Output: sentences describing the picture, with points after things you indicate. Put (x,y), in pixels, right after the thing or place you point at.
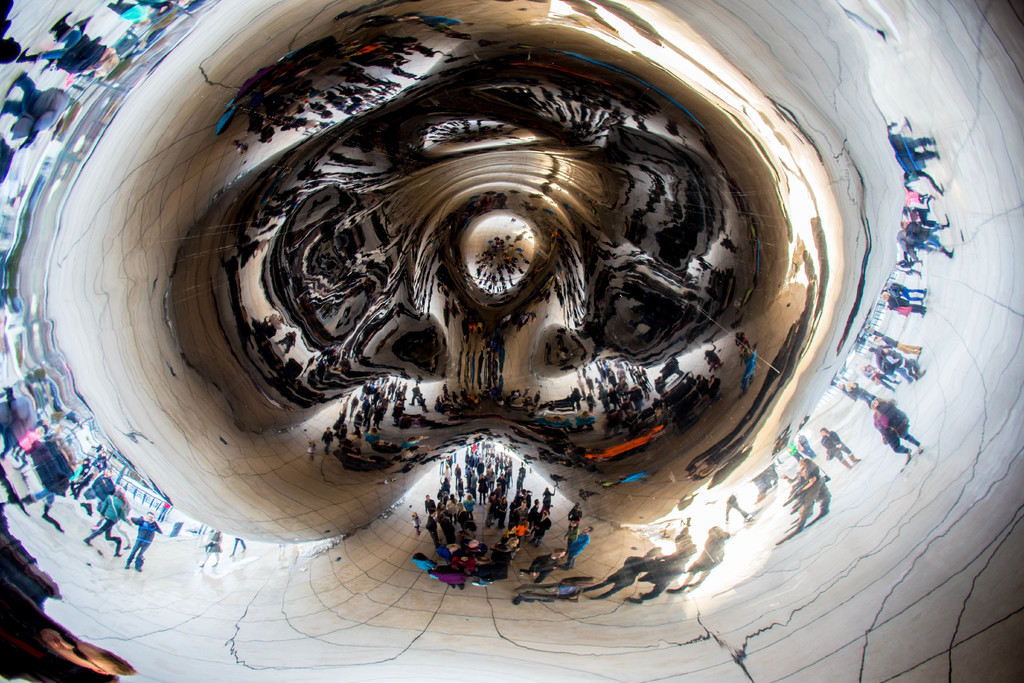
This is a cloud gate (858,318). On this cloud gate (478,571) we can see the reflection (809,443) of persons (891,350).
